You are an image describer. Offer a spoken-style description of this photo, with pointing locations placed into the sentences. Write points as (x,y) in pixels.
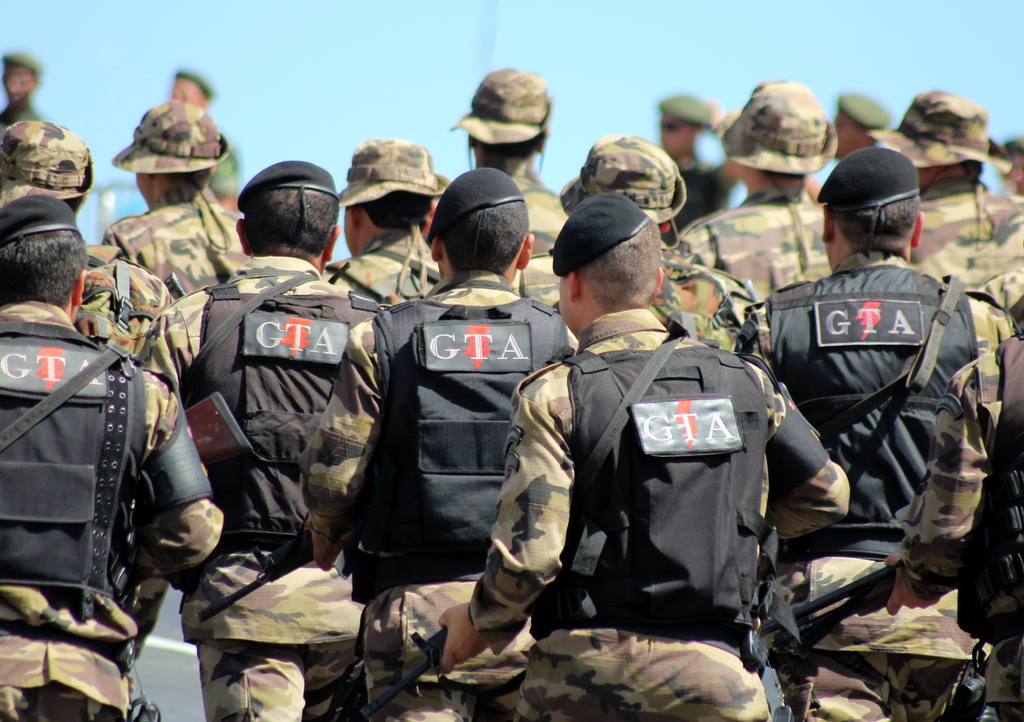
In this image I can see number of persons (456,360) are wearing uniforms (414,347) which are brown and black in color are standing, wearing caps (282,180) and holding weapons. In the background (389,74) I can see the sky (428,68).
